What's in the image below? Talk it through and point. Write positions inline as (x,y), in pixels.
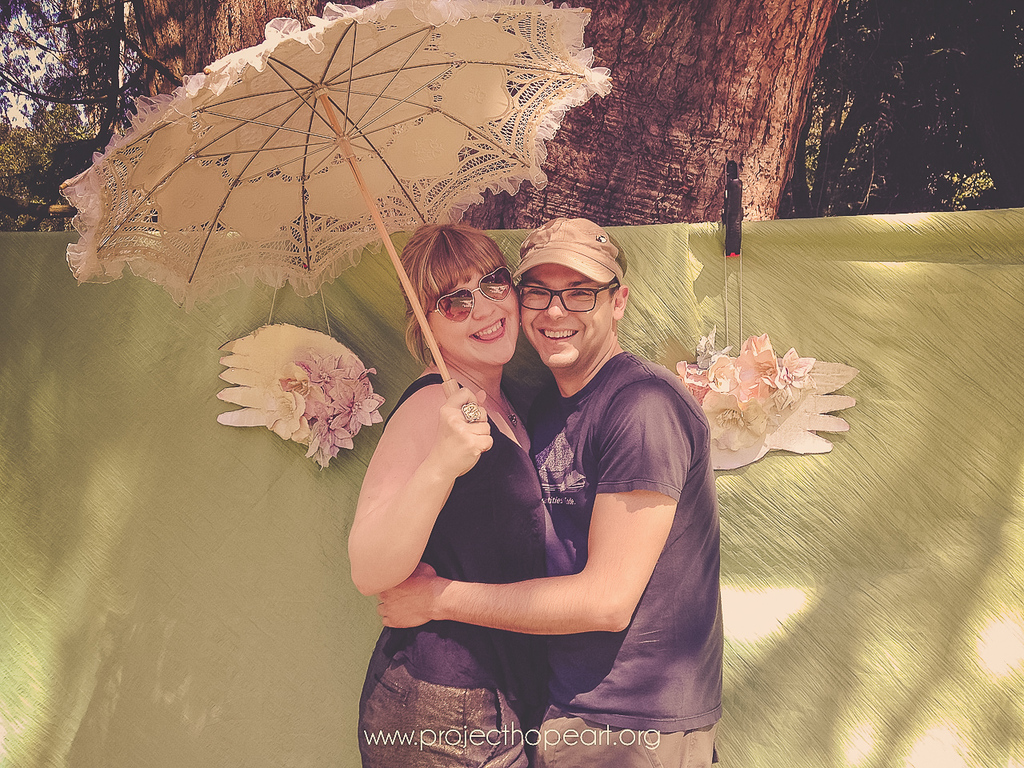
In this image we can see a man (630,500) and a woman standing holding each other. In that a woman (518,519) is holding an umbrella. On the backside (792,419) we can see some decors (795,426) on a curtain (759,502), the bark (738,135) of a tree (738,135), a group of trees (853,121) and the sky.
